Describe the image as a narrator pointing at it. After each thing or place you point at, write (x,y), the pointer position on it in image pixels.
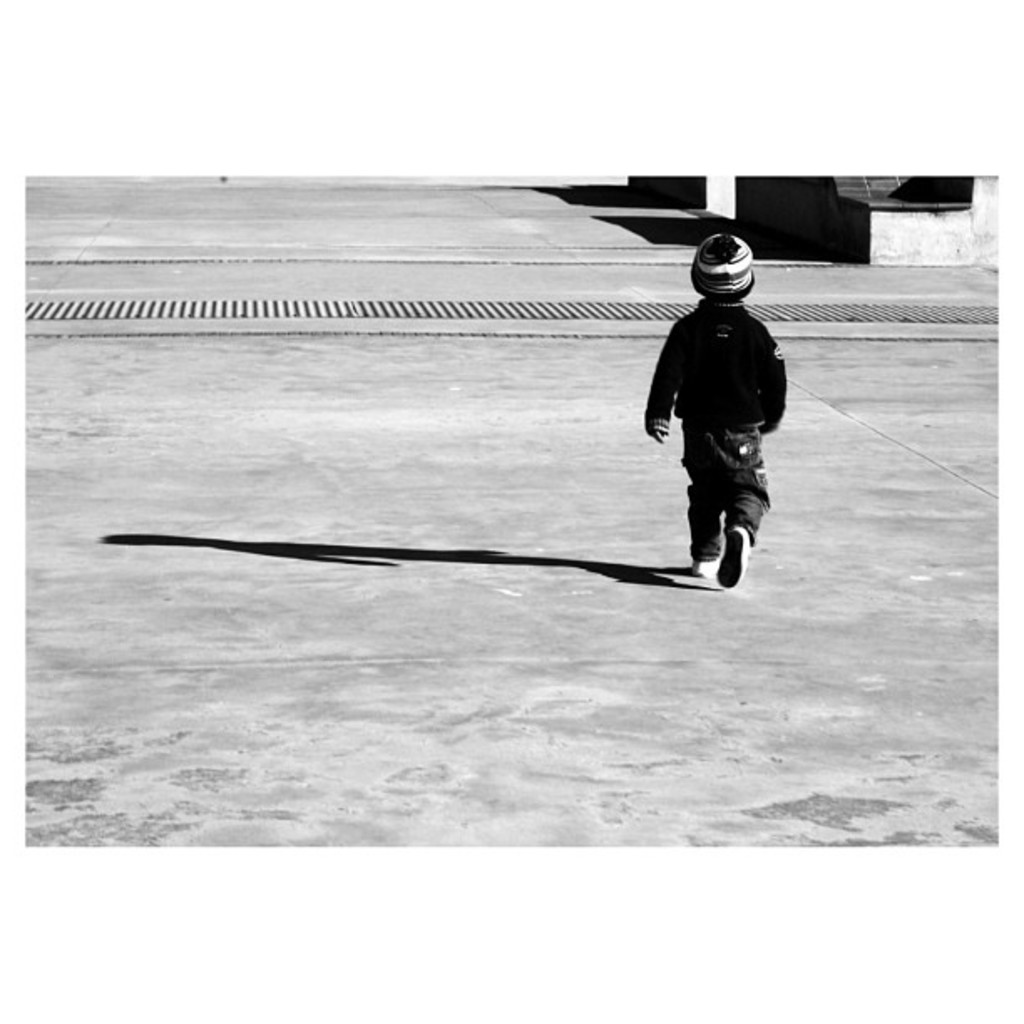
In this picture we can see a child (702,386) wore a cap (697,284), walking and a shadow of this child (734,577) on the ground (445,619) and in the background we can see some objects (707,195).
